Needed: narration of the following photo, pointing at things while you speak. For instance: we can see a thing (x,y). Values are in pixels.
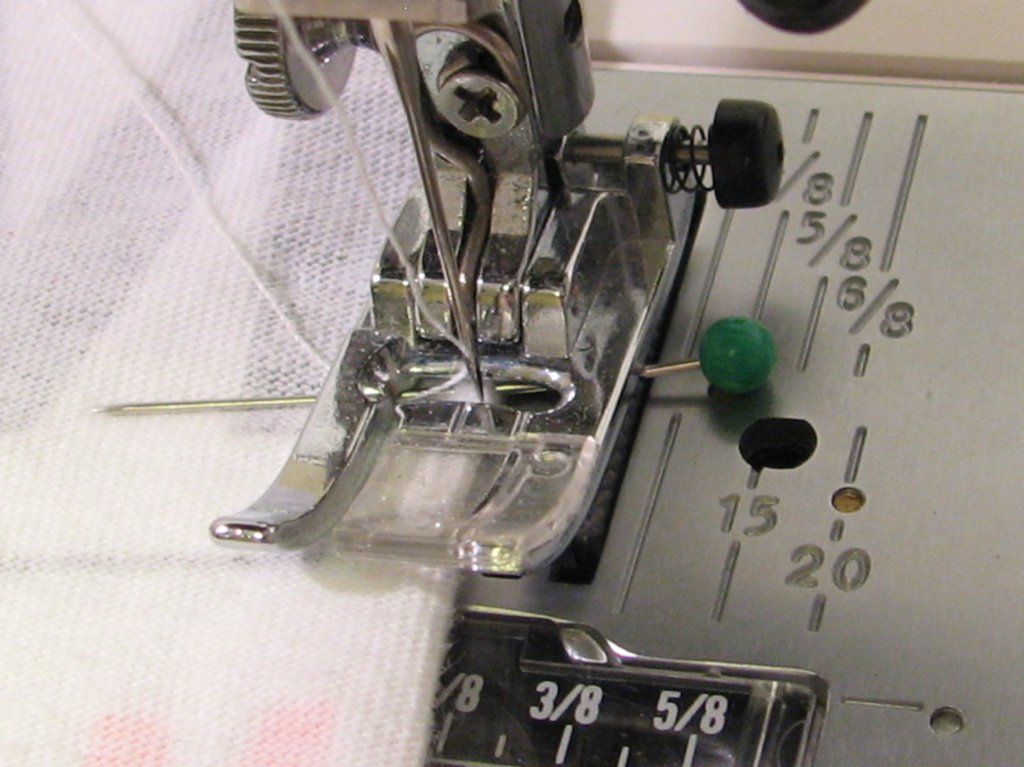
In this image we can see a machine tool (530,482). We can also see a pin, cloth (151,628), some numbers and a thread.
